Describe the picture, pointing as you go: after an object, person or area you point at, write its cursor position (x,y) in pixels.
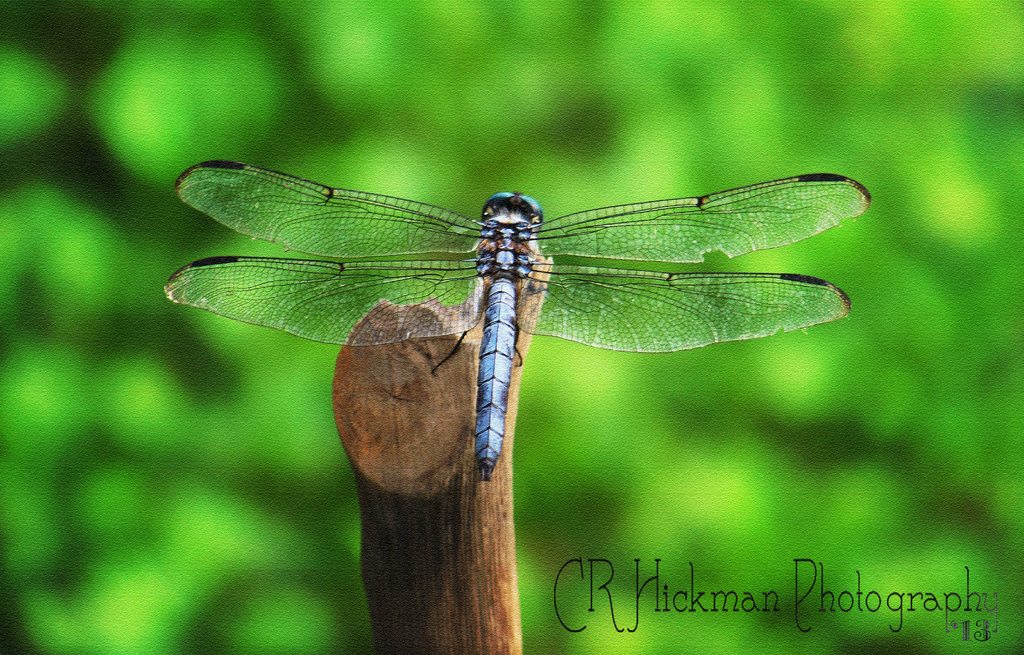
In this image we can see a dragonfly (433,315) on the wooden stick (435,353).
